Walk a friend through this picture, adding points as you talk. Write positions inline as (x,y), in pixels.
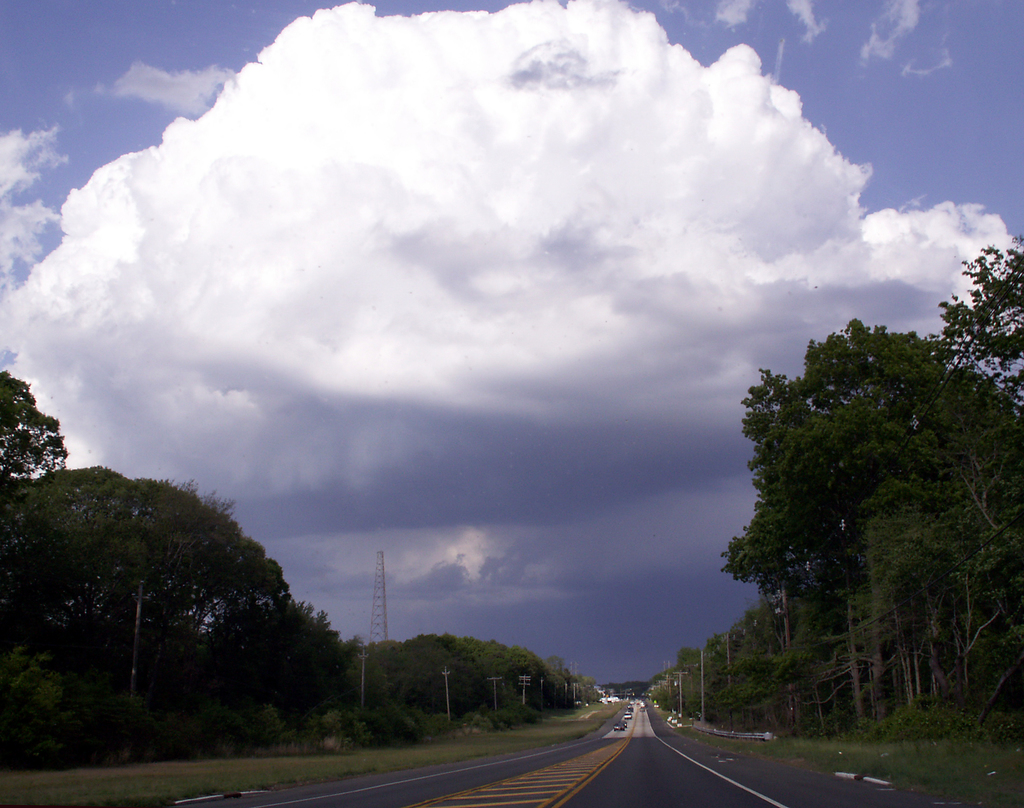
As we can see in the image there are trees (477,689), current poles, few vehicles (624,725) on road (594,779). On the top (615,104) there is sky (897,106) and clouds (342,295).
